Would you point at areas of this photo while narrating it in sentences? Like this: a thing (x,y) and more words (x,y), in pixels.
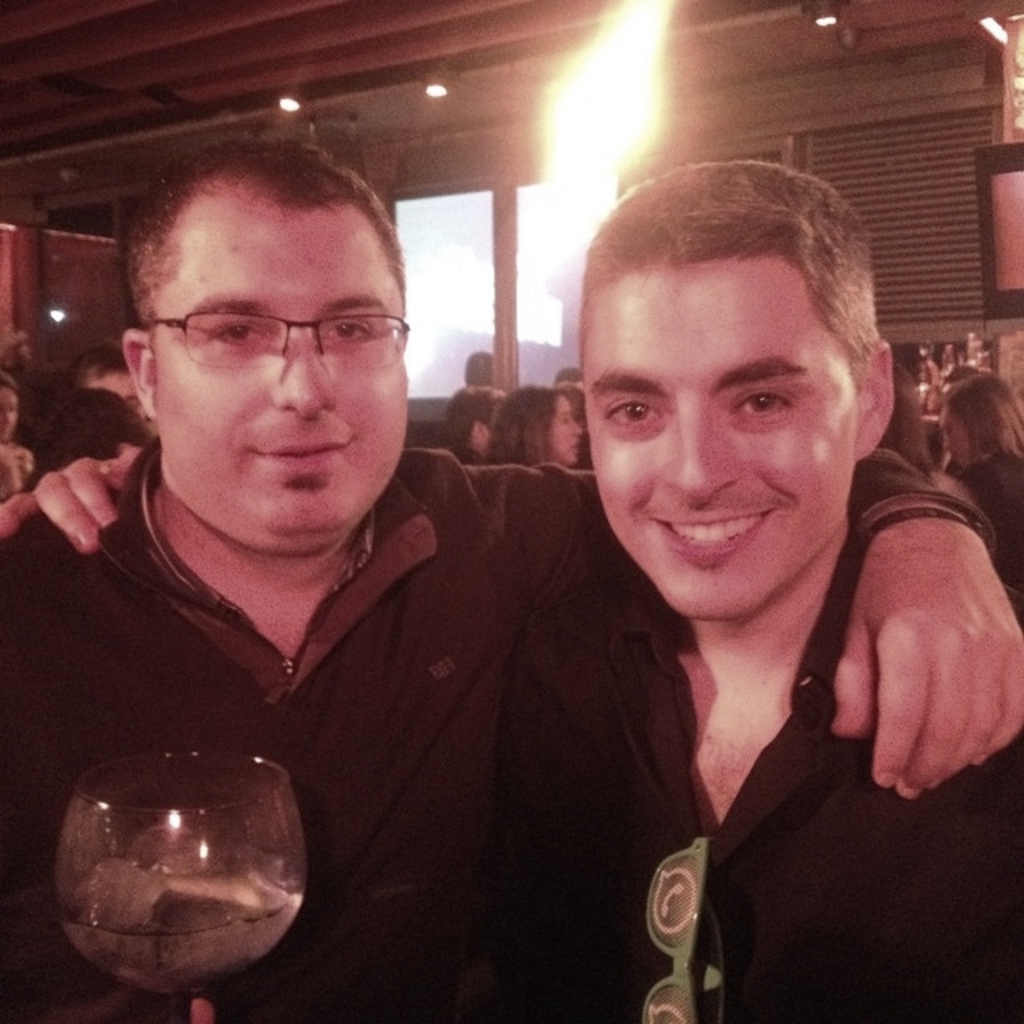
There is a group of people (408,479). in the center (658,412) both persons (560,671) are smiling. On the right side of the person (775,625) has a spectacle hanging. On the left side of the person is wearing a spectacle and holding a glass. We can see in the background (218,69) wall (530,132), sky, roof (172,24), pillar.
